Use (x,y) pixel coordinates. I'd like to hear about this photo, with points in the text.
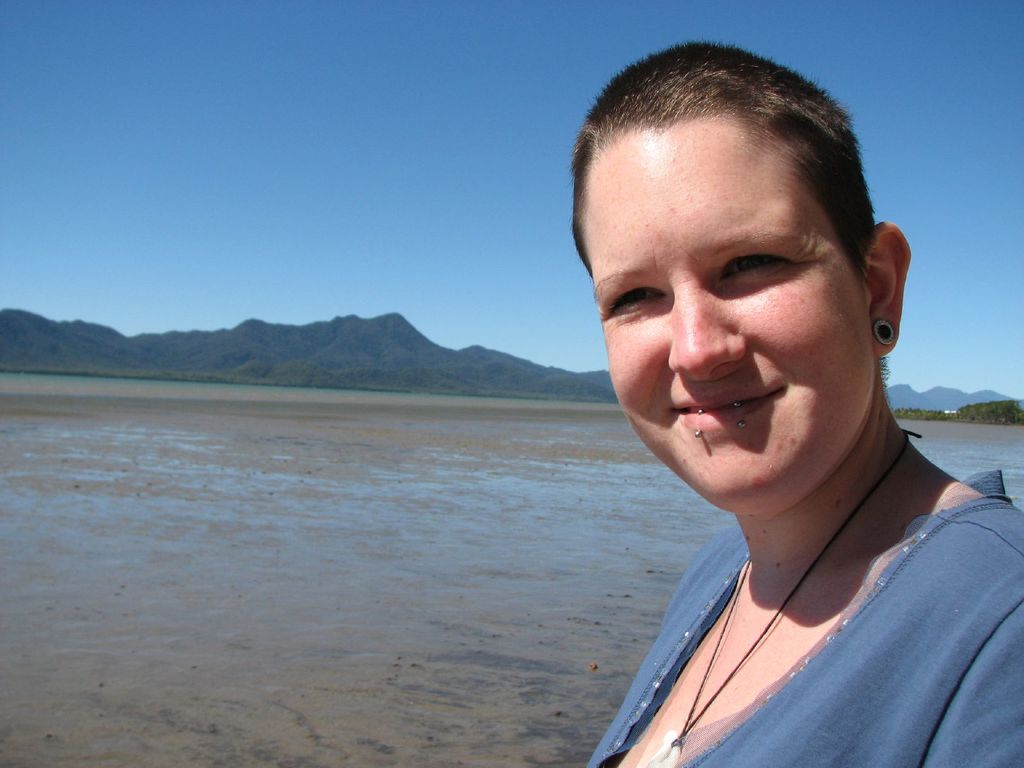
In the image I can see a woman (737,453) is smiling. The woman (790,556) is wearing blue color clothes (935,646). In the background (396,392) I can see mountains (386,353), the sky (251,279) and the water (332,466).
